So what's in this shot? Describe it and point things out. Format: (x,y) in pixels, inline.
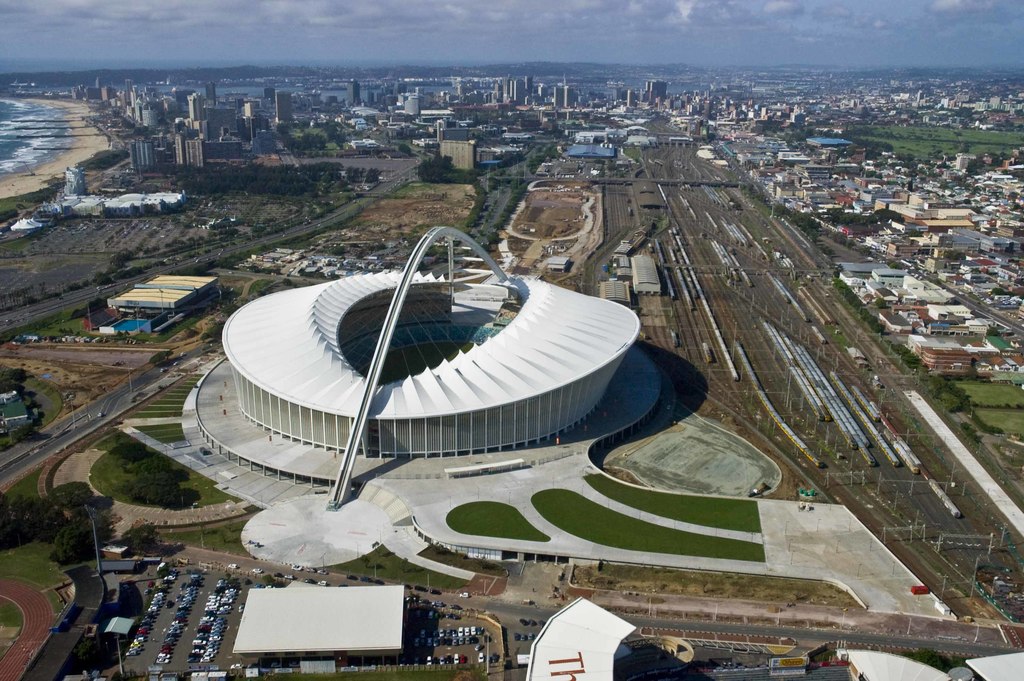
In this picture we can see few buildings (493,383), vehicles (142,625), trees (101,534) and poles (87,506), in the background (1,143) we can see water (24,140).
